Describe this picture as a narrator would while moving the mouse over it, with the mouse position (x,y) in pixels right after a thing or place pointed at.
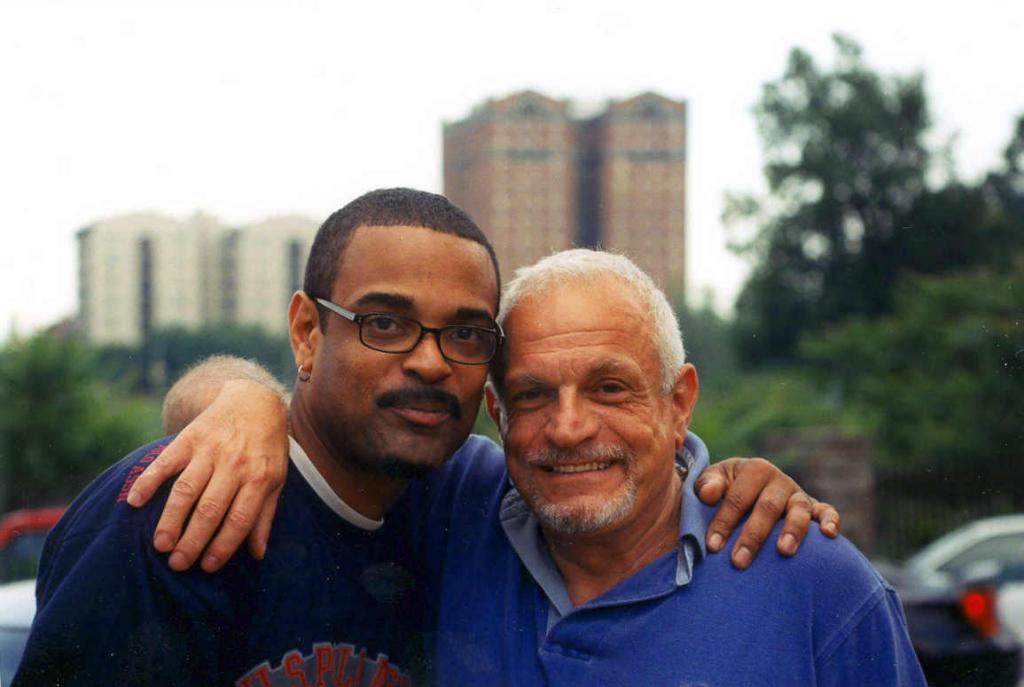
In this image I can see two persons (317,575) wearing blue colored dresses (494,622) and I can see one of them is wearing spectacles (400,351). In the background (25,476) I can see few vehicles (966,573), few trees (833,416), few buildings (287,309) and the sky (398,71).
